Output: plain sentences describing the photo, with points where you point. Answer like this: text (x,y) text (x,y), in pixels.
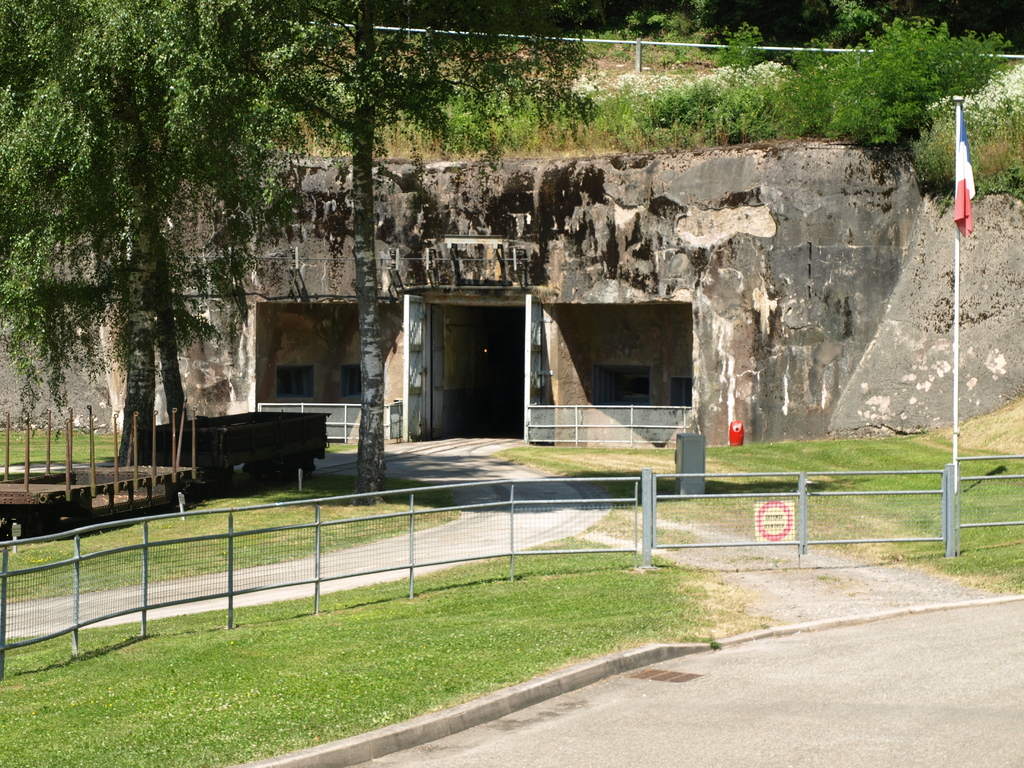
In this image in the center (430,370) there is a house (712,363), railing (554,442), net (1012,481), poles (69,464), flag (956,204). At the bottom (225,666) there is grass (161,721) and walkway (959,619), on the left side (179,463) there are some wooden boxes (139,474) might be. And in the background (498,111) there are some trees (148,286), plants (919,37) and railing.
